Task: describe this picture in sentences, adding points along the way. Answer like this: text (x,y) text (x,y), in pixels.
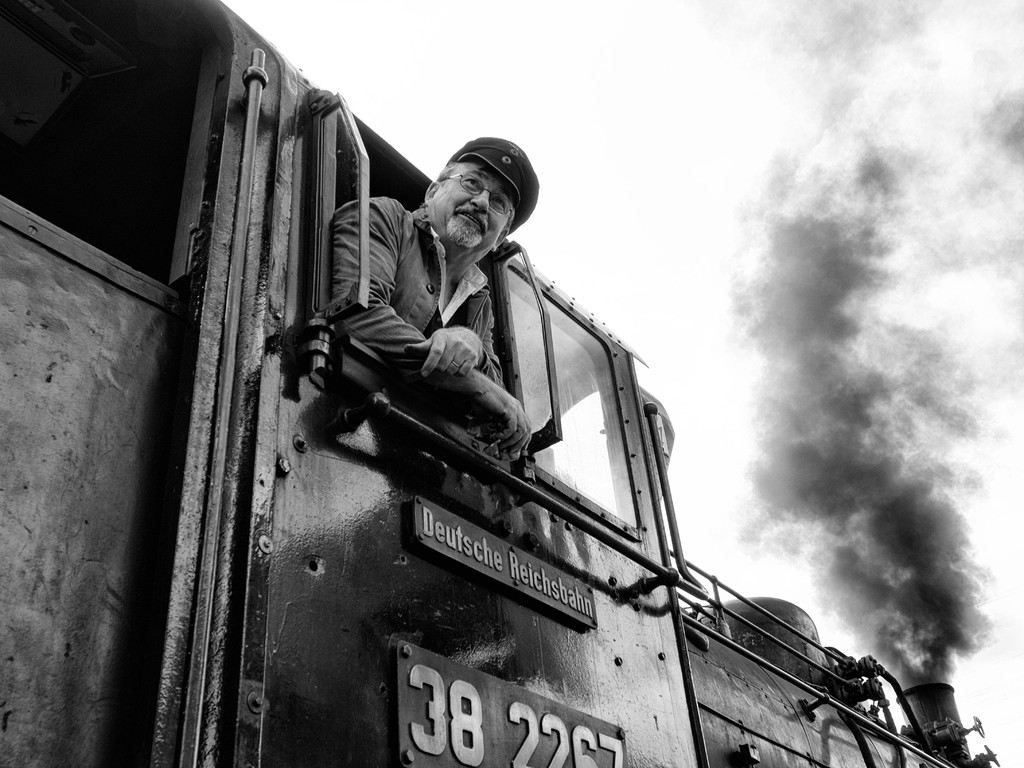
This is a black and white image. In the center of the image (471,305) we can see a man (460,254) is present in the train (393,190) and wearing spectacles (464,179), cap (502,163). On the right side of the image (900,491) we can see the smoke (837,534). At the top of the image (646,56) we can see the sky (725,318).
